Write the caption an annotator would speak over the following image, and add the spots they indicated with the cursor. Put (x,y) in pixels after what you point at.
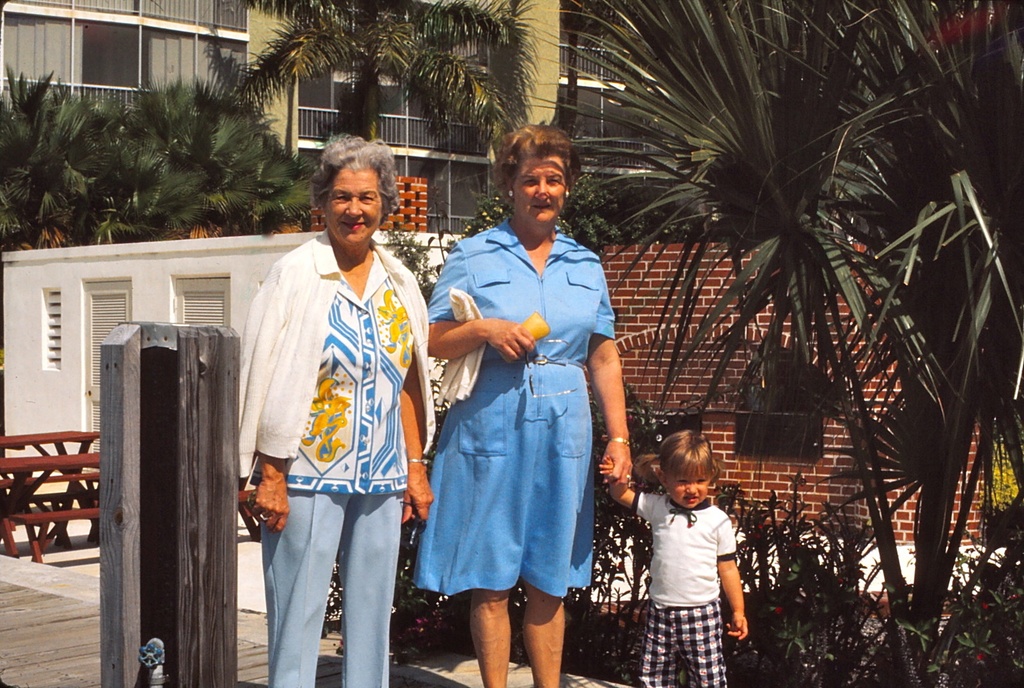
In this image there are two women (358,392) and a kid (656,533) are standing on the path (263,657). Left side (207,567) there is an object (194,556). Behind there are benches (52,468) on the floor (71,571). Right side (994,611) there are plants (786,593) on the land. Background (58,359) there are buildings (133,286) and trees (60,220).
